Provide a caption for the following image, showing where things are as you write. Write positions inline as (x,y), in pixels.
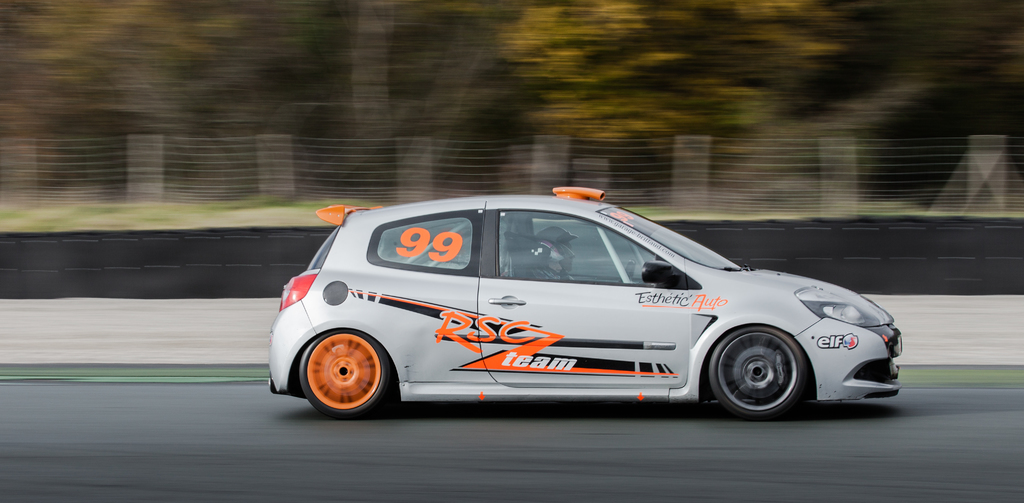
In this picture there is a person (569,278) who is wearing helmet (571,255) and sitting inside the car (534,286). At the bottom (539,456) I can see the road (662,443). In the background (862,83) I can see the fencing (287,165), trees (408,134) and grass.
